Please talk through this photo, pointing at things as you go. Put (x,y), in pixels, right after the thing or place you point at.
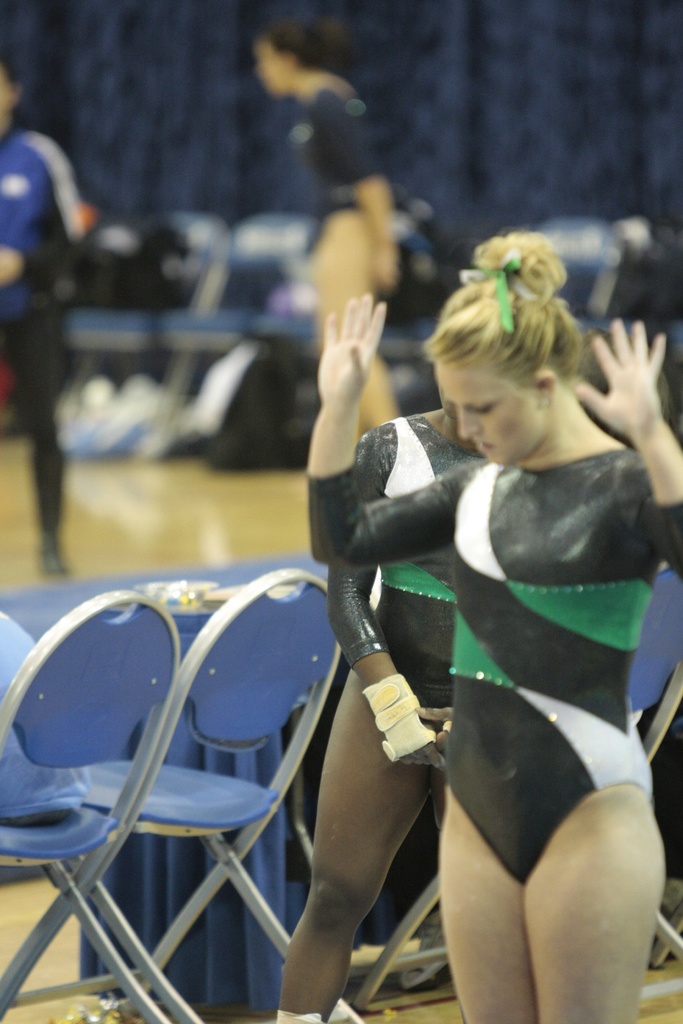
The woman (644,510) on the right corner of the picture (620,572) wearing black dress (469,632) is standing. Behind her, we see a woman (333,742) in black and white dress (426,560) is standing. Beside her, we see two blue chairs (162,688) and a table (176,600) which is covered with blue color cloth (191,877). There are two people (37,410) standing in the background (358,173) and behind them, we see many chairs (193,358). Behind the chairs (166,330), we see a sheet (451,122) which is blue in color.
